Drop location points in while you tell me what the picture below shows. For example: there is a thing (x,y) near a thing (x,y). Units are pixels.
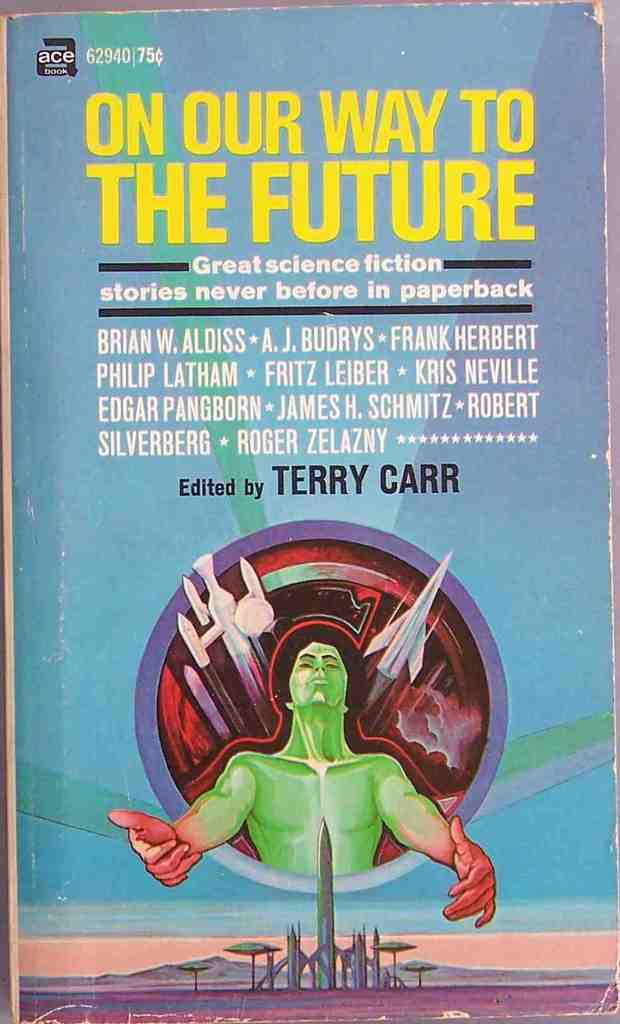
In the image we can see there is a cover page (289,877) of the book (361,909) on which there is a drawing (408,826) of a man (416,826) and there are buildings (341,959) and rockets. The matter (143,198) is written on it is "On Our Way To The Future".
